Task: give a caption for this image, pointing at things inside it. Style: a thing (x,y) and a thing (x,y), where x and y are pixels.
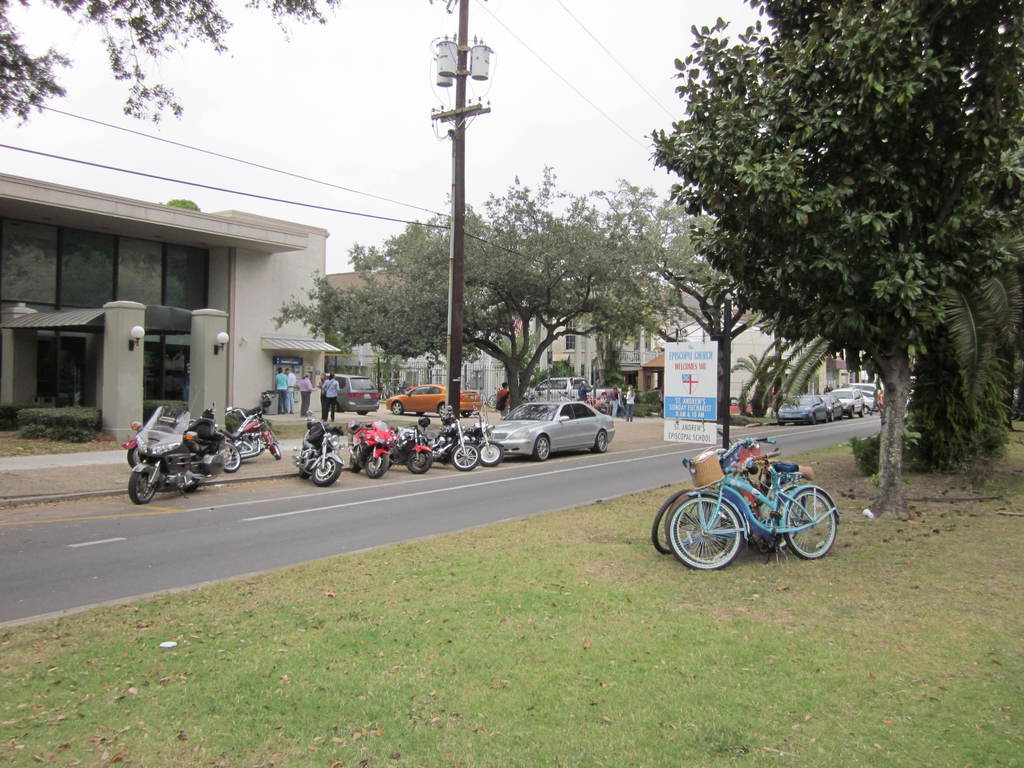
On the right side (926,576), there are trees (894,288), bicycles (737,520) parked and grass (795,605) on the ground (856,677). Beside them, there is a road (660,477). Beside this road (63,558), there are vehicles (437,397) parked. In the background (504,56), there is a pole (461,30) having electric lines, there are trees (556,258), persons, buildings (66,291) and there are clouds (259,101) in the sky (174,86).
